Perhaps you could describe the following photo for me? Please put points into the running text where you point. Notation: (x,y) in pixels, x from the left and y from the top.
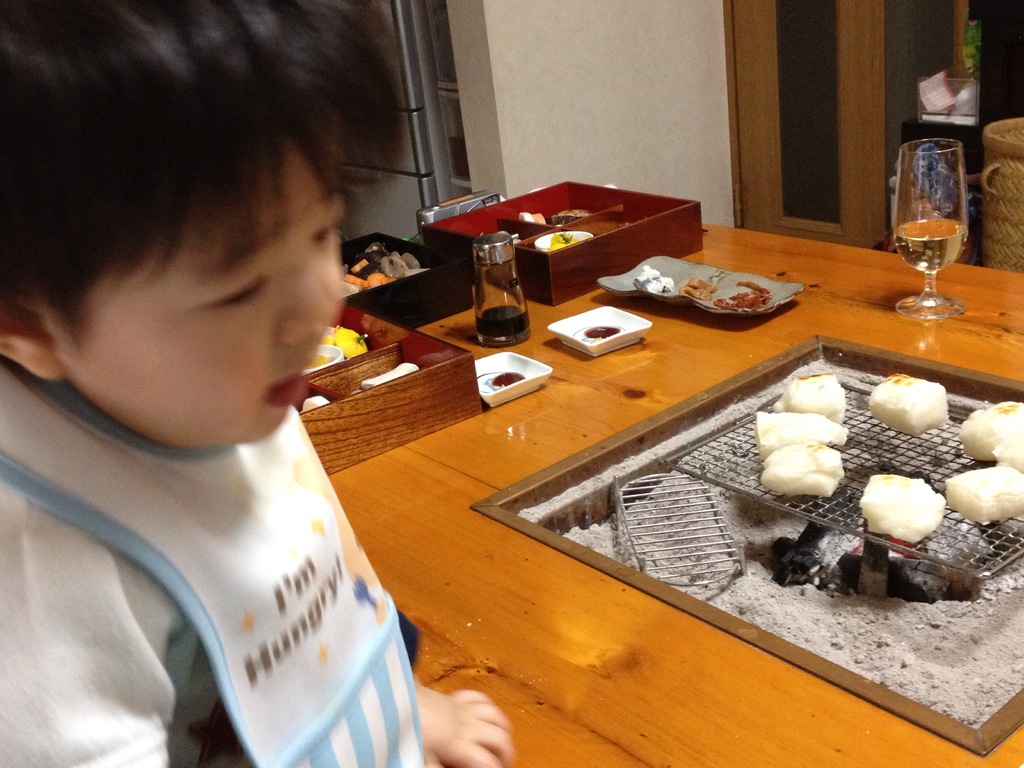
On the background (598,112) we can see a wall (555,89), refrigerator (417,167), window (835,82). On the table (463,335) we can see grill (838,550) cooking food (975,497), plates (543,379), bottle (489,332), glass (914,239). We can see one boy (204,177) here.
